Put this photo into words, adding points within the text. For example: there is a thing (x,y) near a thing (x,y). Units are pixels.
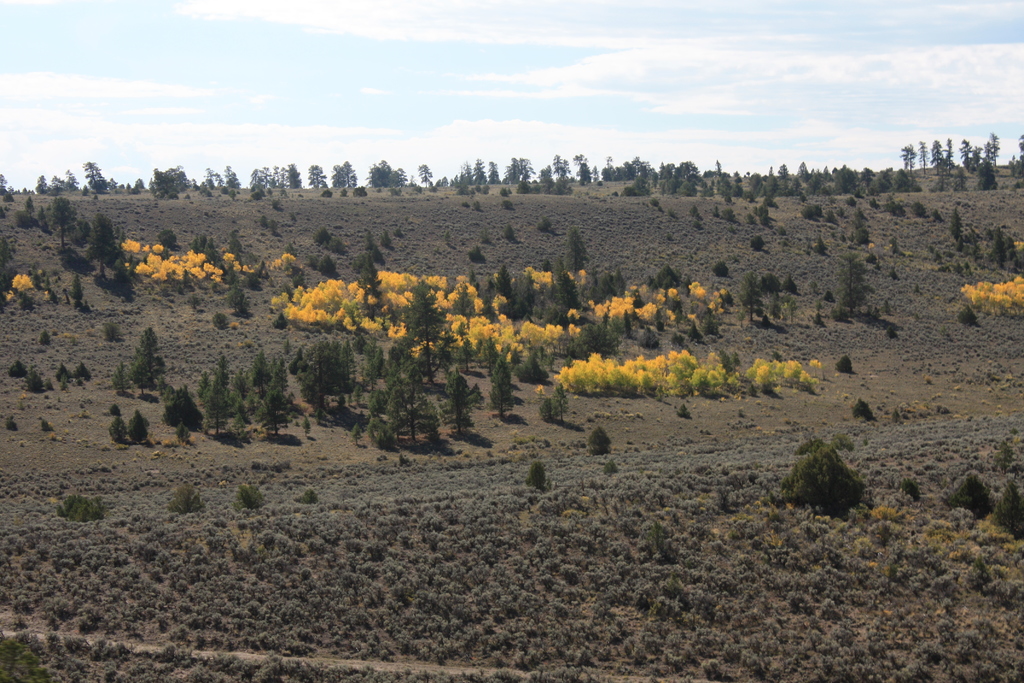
In this image we can see some yellow color trees (1014,289), some big trees (601,330), some small trees (849,489), some bushes (457,522), plants (366,589) and grass (213,299) on the ground (436,252). At the top (753,107) there is the cloudy sky (548,72).
